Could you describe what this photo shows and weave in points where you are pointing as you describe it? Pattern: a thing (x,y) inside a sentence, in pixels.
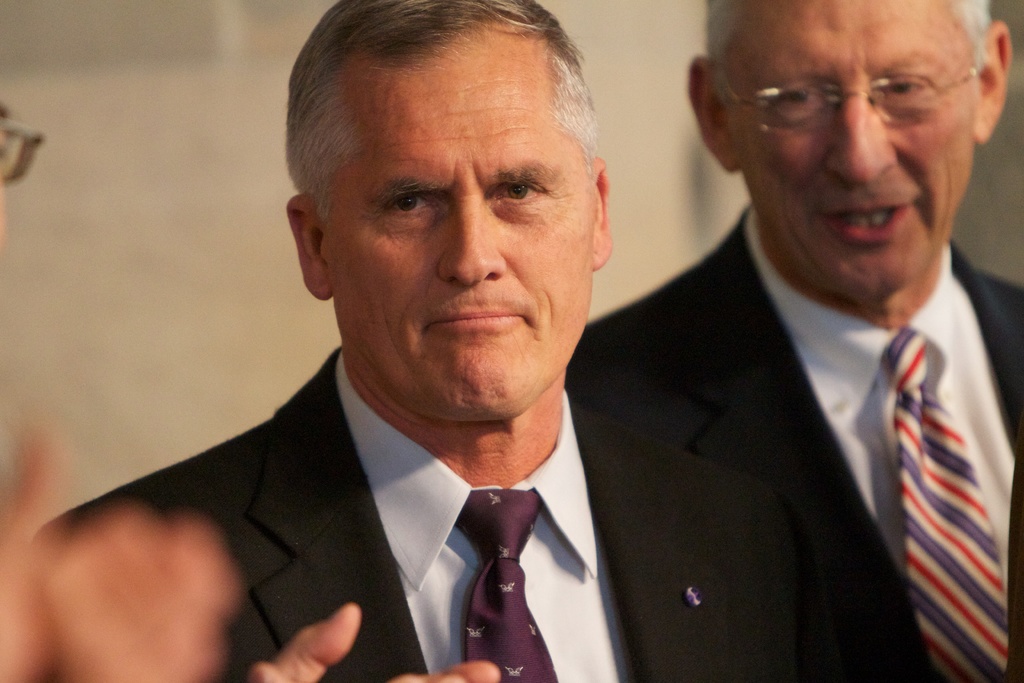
There is a man (341,213) in the center of the image (463,349) and there are other people (755,253) on both the sides.
